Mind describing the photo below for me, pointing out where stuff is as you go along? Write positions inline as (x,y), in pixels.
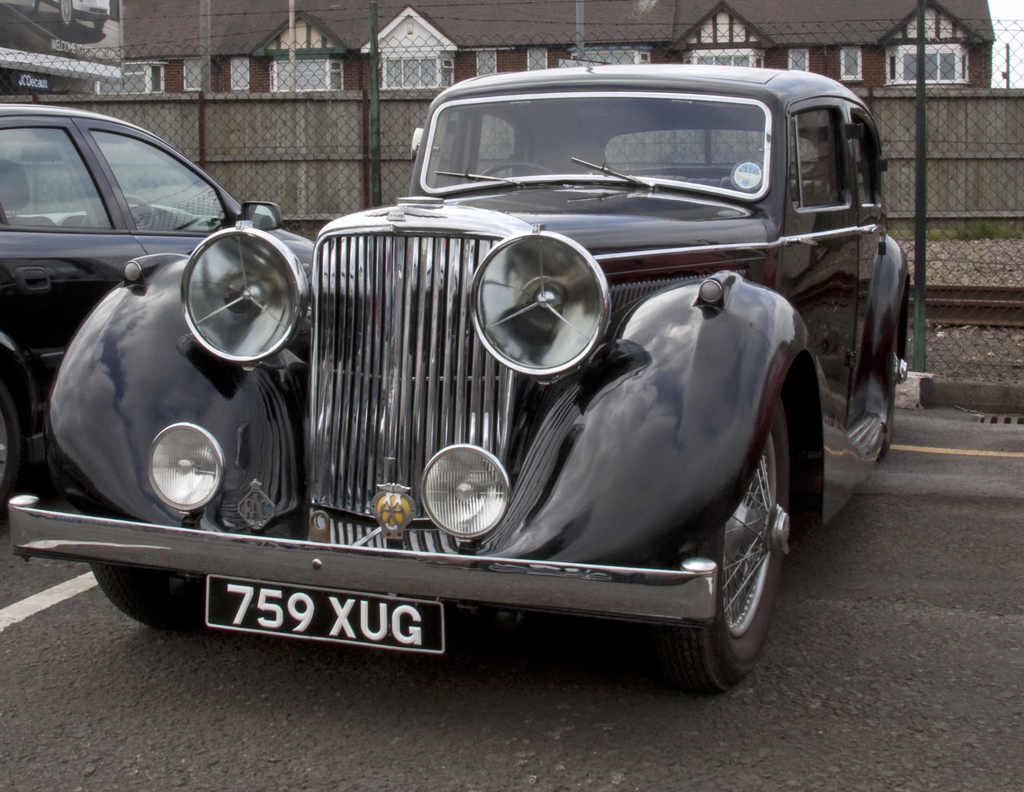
In the foreground of the picture (480,184) we can see cars (211,296), fencing (394,144) and road (887,539). In the background (514,38) there are buildings (451,55), wall (980,151), stones (985,238) and other objects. On the right (975,301) it is looking like a railway track (977,300).
